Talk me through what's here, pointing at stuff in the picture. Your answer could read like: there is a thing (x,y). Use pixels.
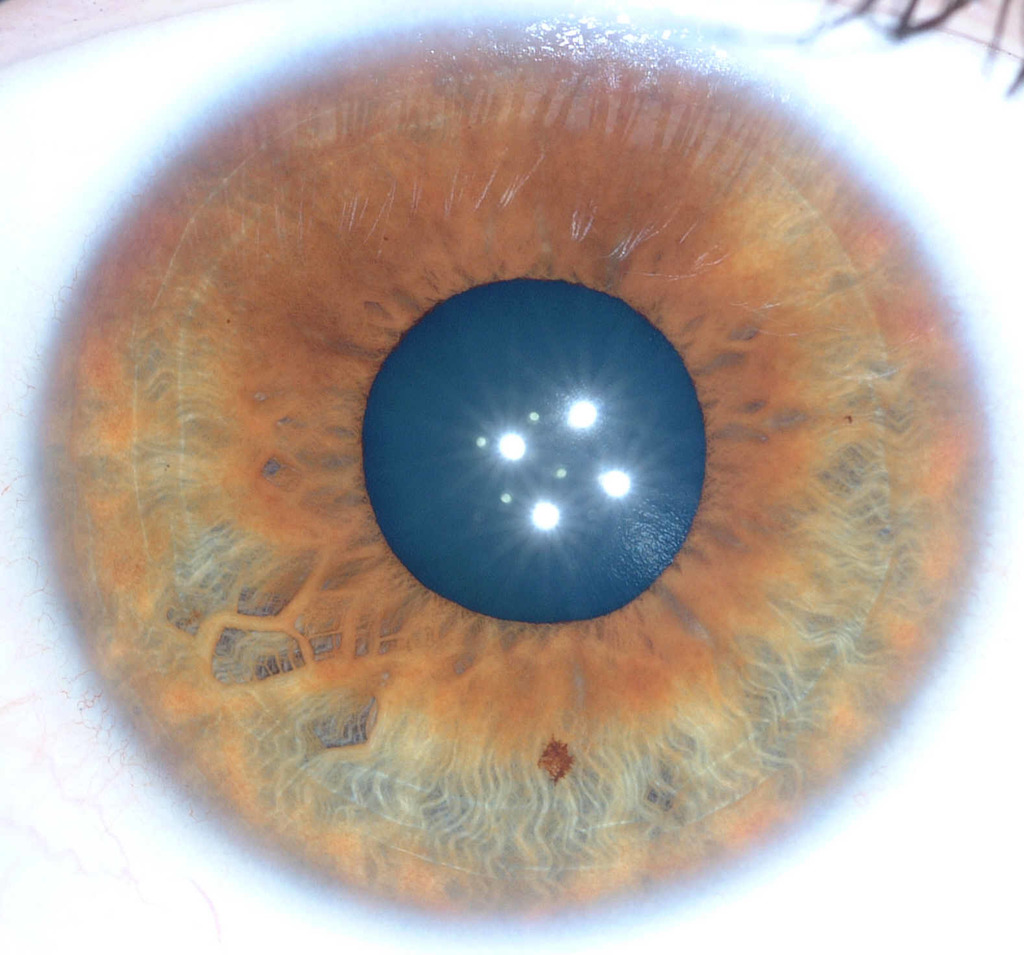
In this picture I can see an eye (460,376).
